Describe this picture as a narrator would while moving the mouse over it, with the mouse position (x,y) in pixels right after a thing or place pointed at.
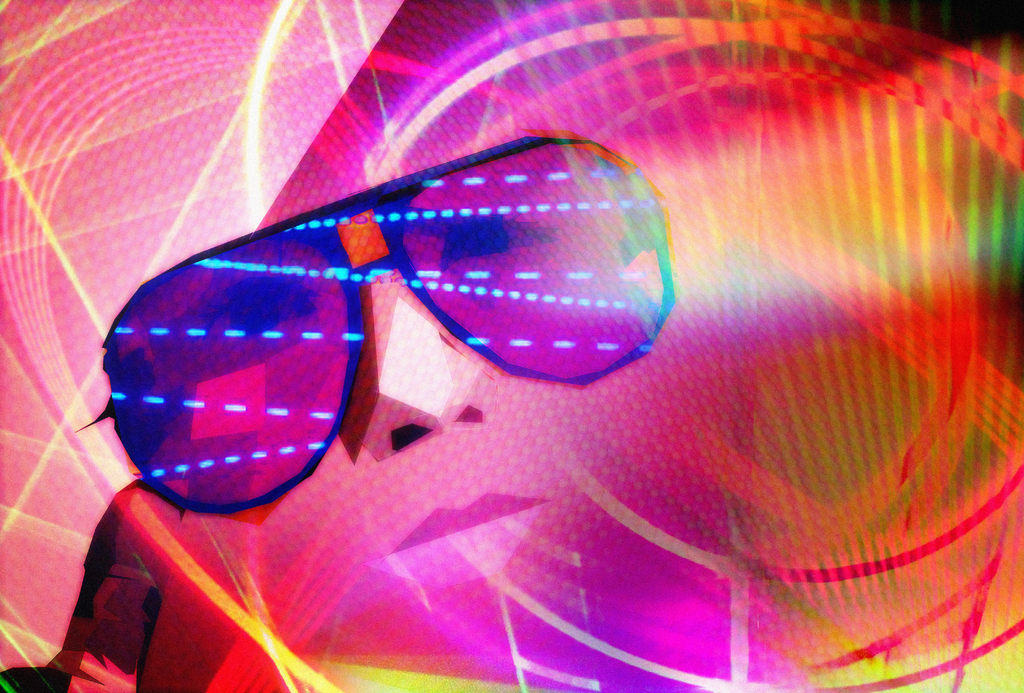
In this image we can see there is an edited image with person face (381,403) and goggles (292,316) on her face (374,308).
